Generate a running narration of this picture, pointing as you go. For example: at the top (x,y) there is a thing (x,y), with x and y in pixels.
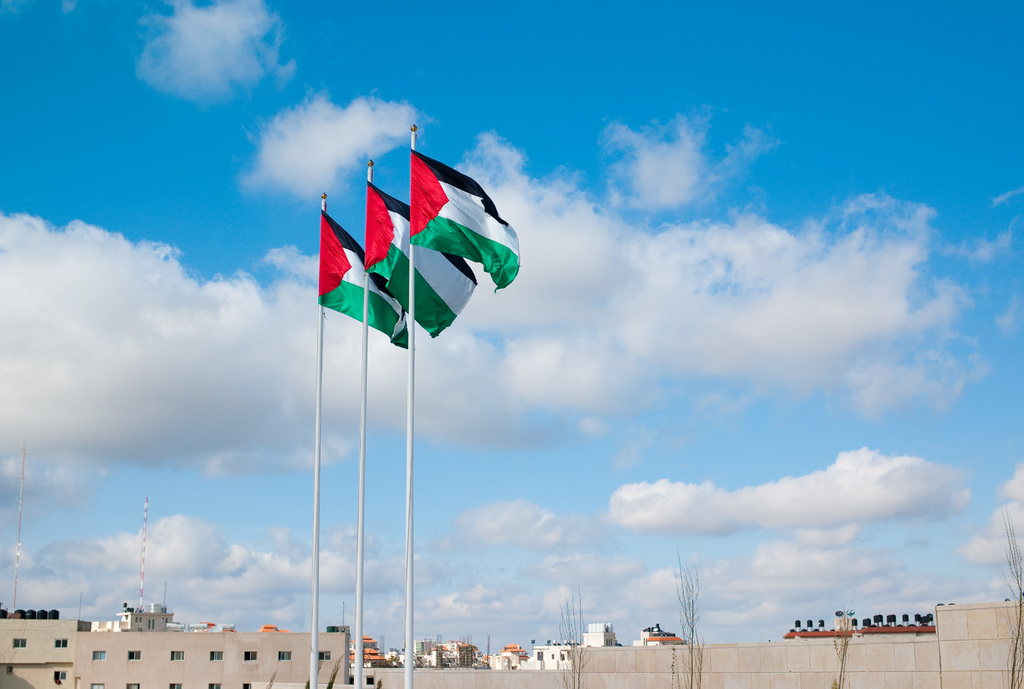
In this image, in the middle (362,445), we can see three flags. In the background (62,640), we can see some buildings (438,640), trees (846,652), houses (856,624), electric pole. At the top (782,203), we can see a sky (609,387).
